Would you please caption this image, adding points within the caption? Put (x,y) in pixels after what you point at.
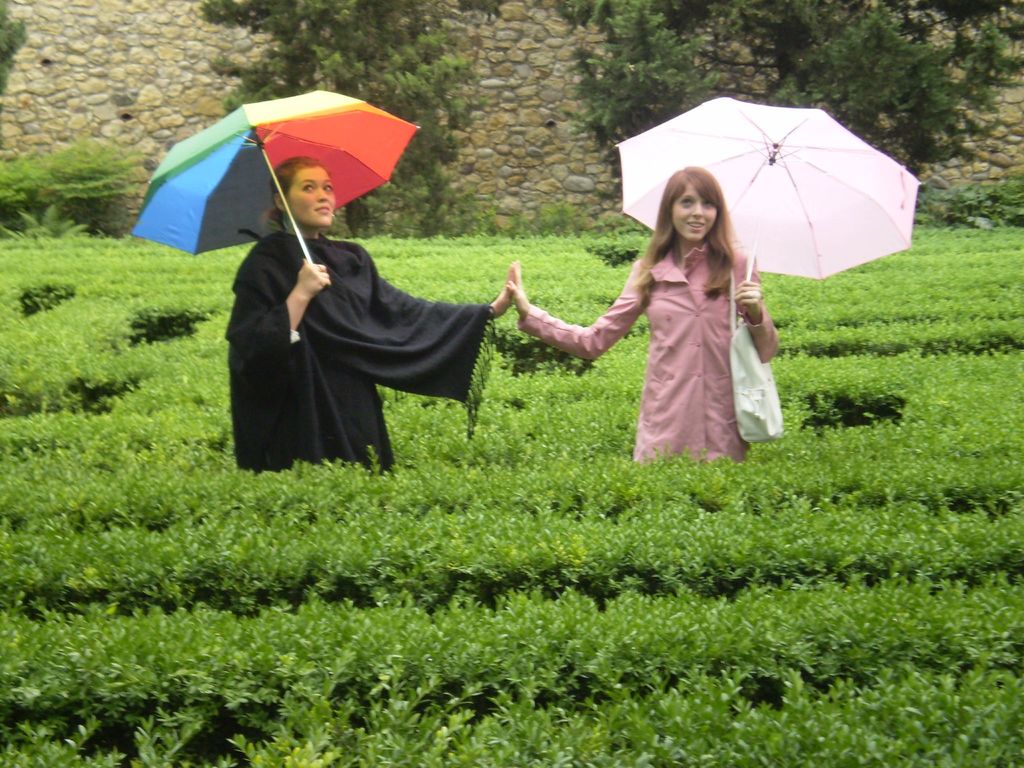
In this picture we can see plants (418,482), two women (294,387) holding umbrellas (251,143) with their hands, smiling and a woman (666,434) carrying a bag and in the background (367,73) we can see the wall (110,62) and trees (442,93).
